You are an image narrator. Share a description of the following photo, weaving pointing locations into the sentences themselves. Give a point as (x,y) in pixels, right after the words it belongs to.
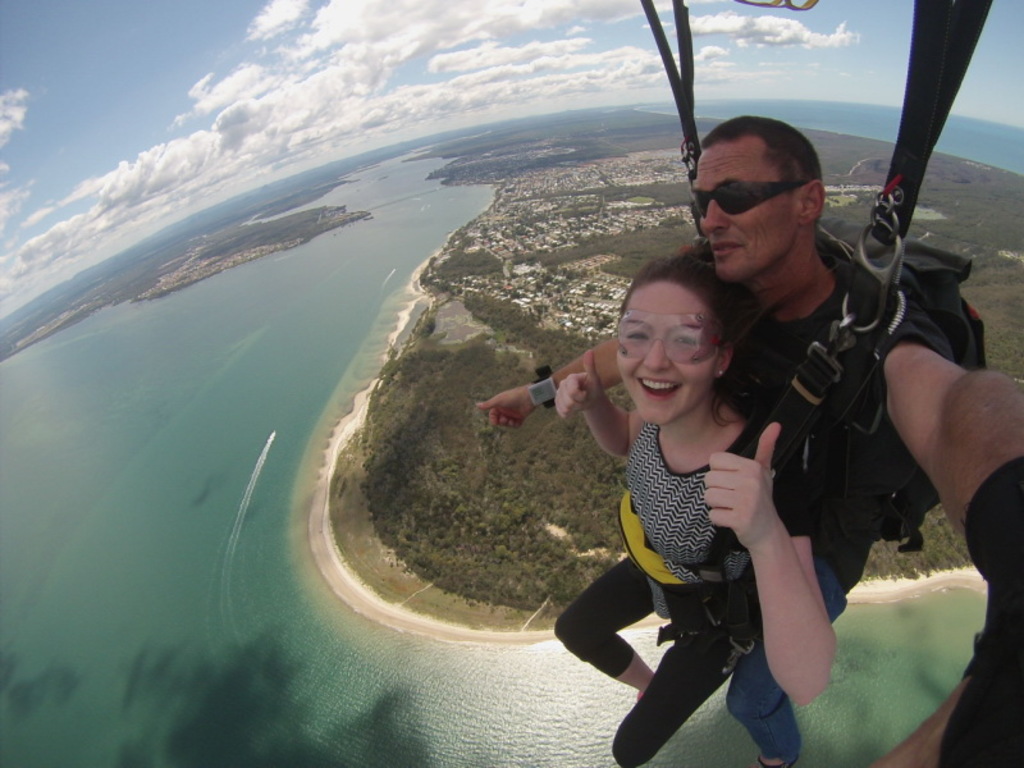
In this image there are two persons (817,336) who are wearing safety belts (835,355), and they are in air (825,50). At the bottom (291,675) there is an ocean (332,259), trees (461,378), buildings (511,215) and at the top of the image (551,47) there is sky (839,52).
